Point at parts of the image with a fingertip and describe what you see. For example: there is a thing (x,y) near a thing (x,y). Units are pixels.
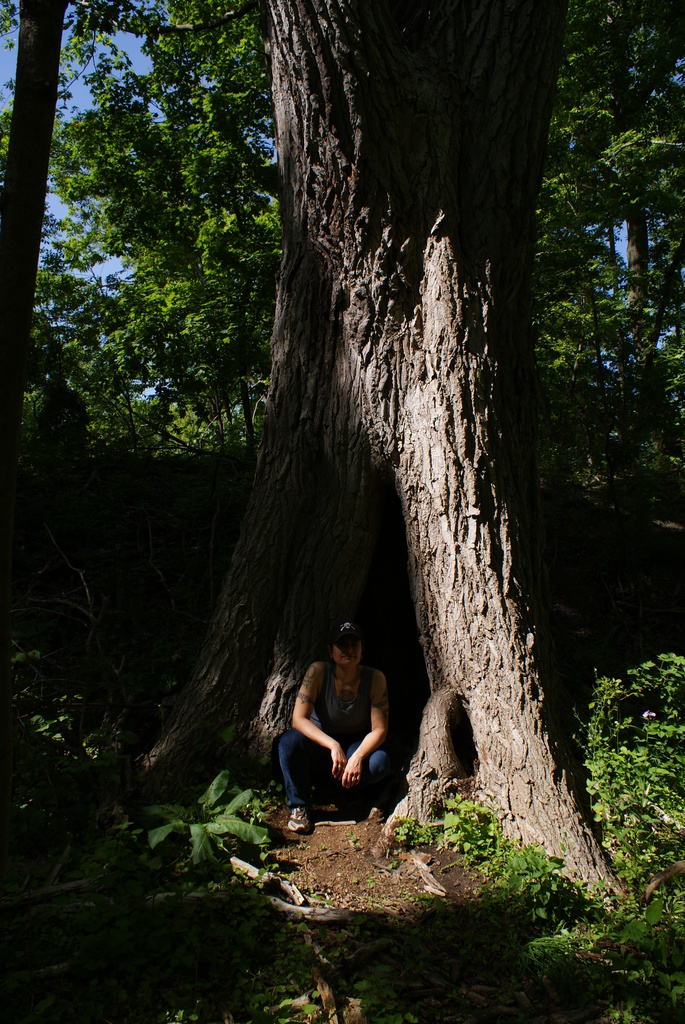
In this image in the center (356,681) there is one person (356,681) sitting, in the background (376,357) there are some trees (226,424) and at the bottom (295,850) there is sand (461,874) and plants (603,754).
